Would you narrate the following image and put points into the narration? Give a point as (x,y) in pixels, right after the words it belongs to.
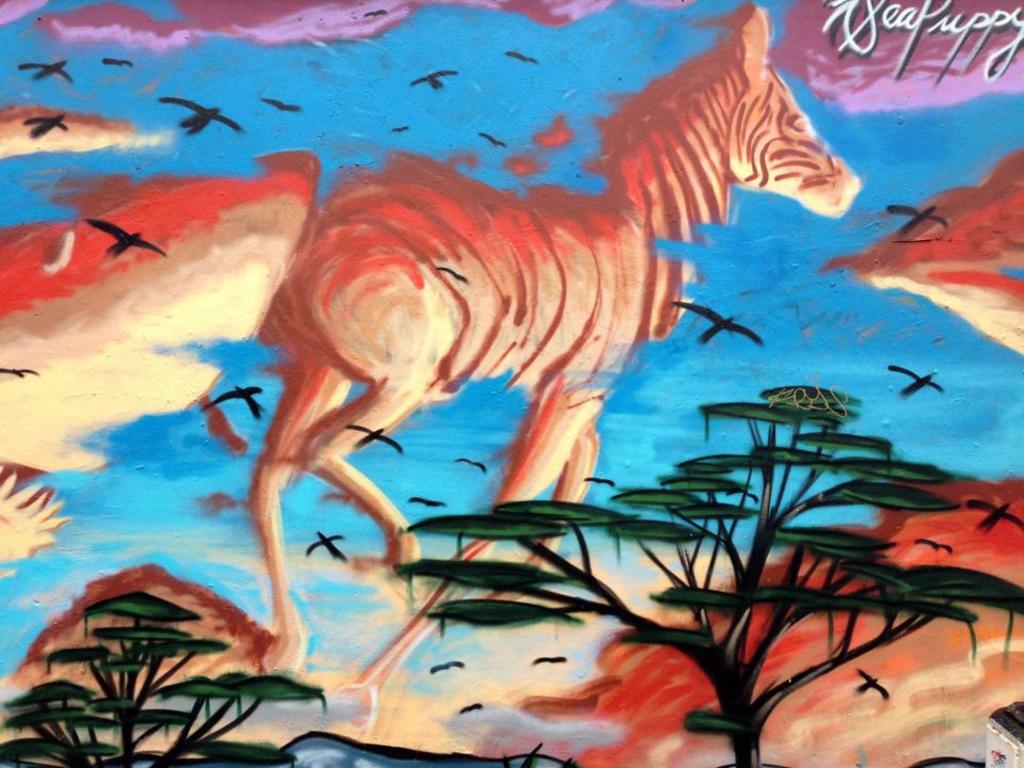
This image consists of a painting (516,189). It looks like a zebra (582,243). There are many birds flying in the air (114,155). At the bottom (557,518), there are plants (742,721).
